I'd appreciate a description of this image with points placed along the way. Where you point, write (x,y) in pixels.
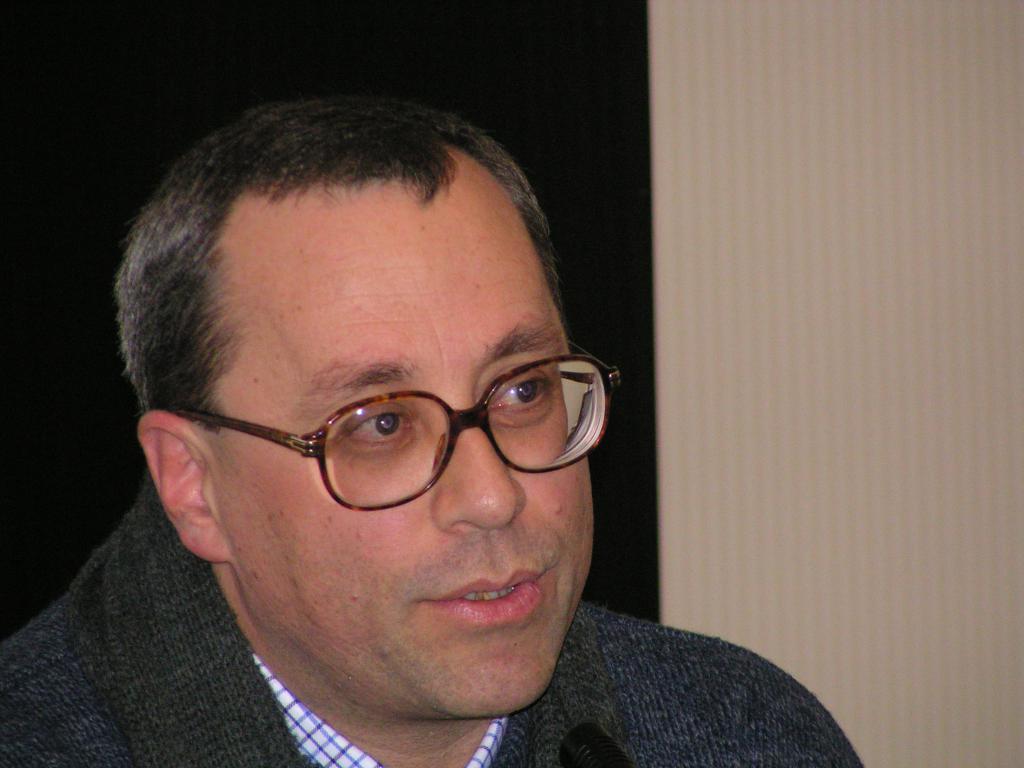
In this image we can see a person (491,560) with black and white color background (682,250).
